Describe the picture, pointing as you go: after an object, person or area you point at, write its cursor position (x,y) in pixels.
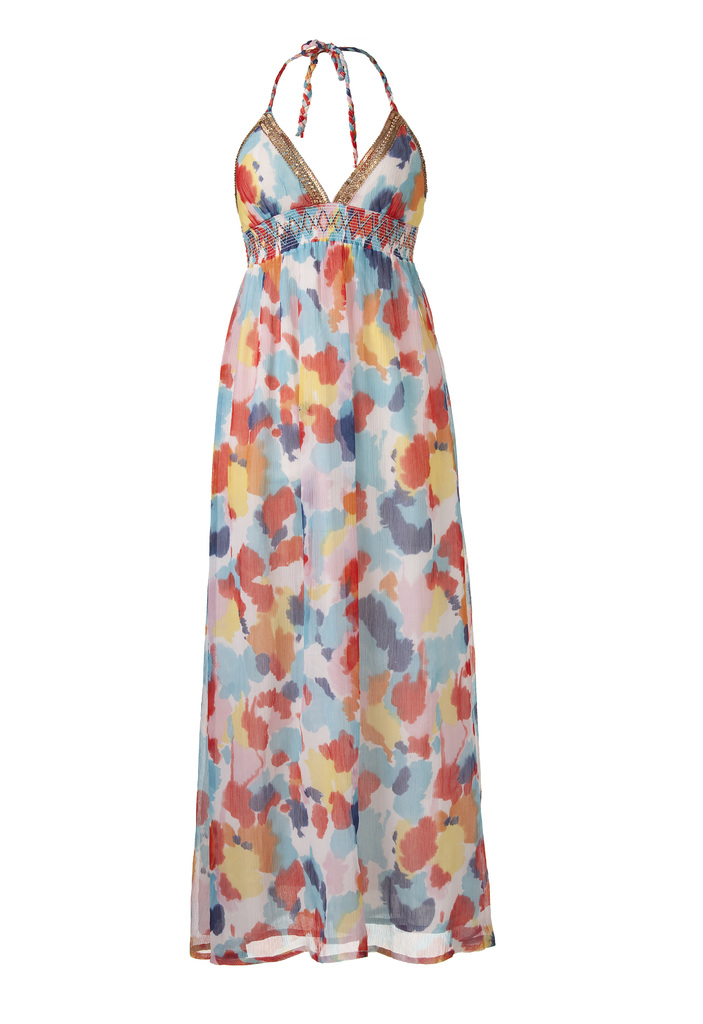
In this image we can see a dress (420,468). In the background (463,232) it is white.
